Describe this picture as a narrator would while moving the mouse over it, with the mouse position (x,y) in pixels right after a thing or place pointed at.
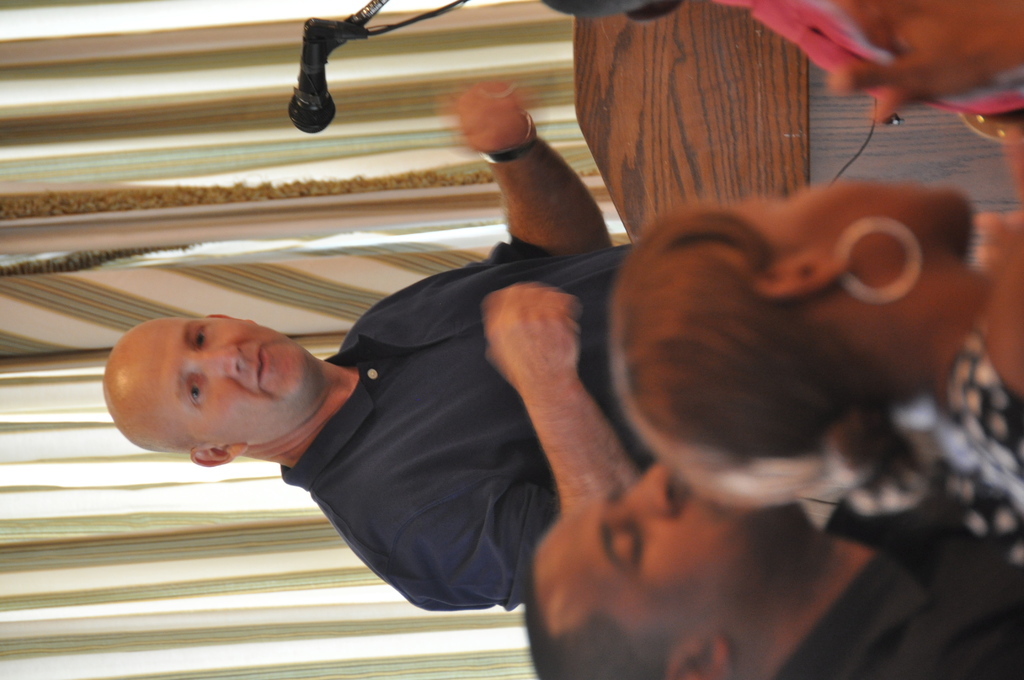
In this image we can see few persons (813,570), mic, curtain (219,609) and objects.
